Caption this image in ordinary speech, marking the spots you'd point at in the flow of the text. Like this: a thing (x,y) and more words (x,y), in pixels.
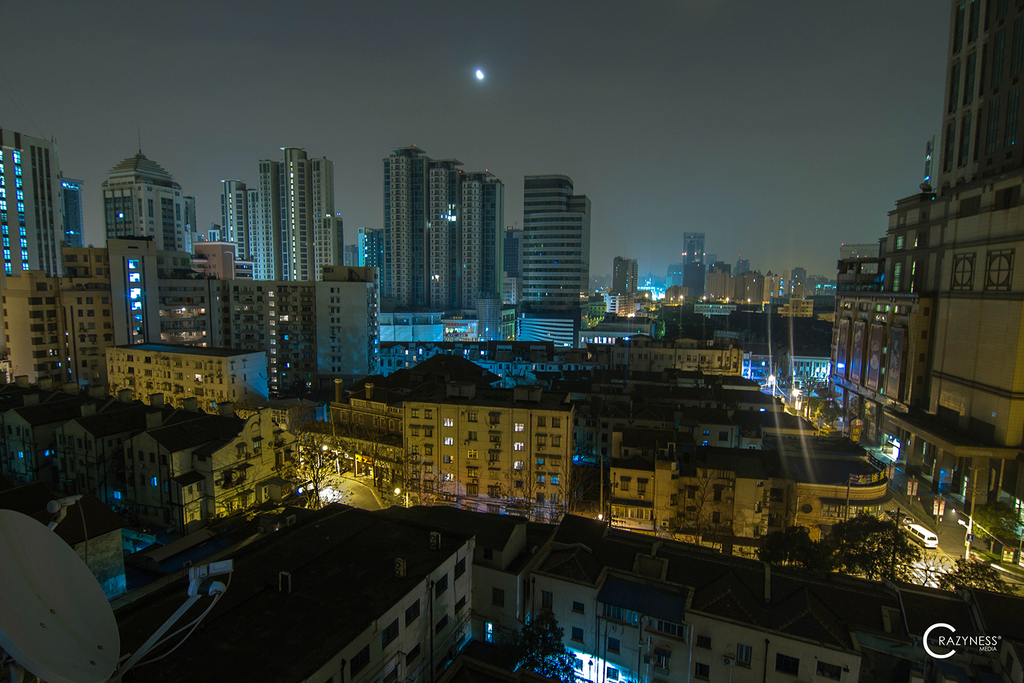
In this picture we can see few buildings (493,272), lights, poles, trees (906,575) and hoardings (884,472), in the bottom right hand corner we can see some text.
